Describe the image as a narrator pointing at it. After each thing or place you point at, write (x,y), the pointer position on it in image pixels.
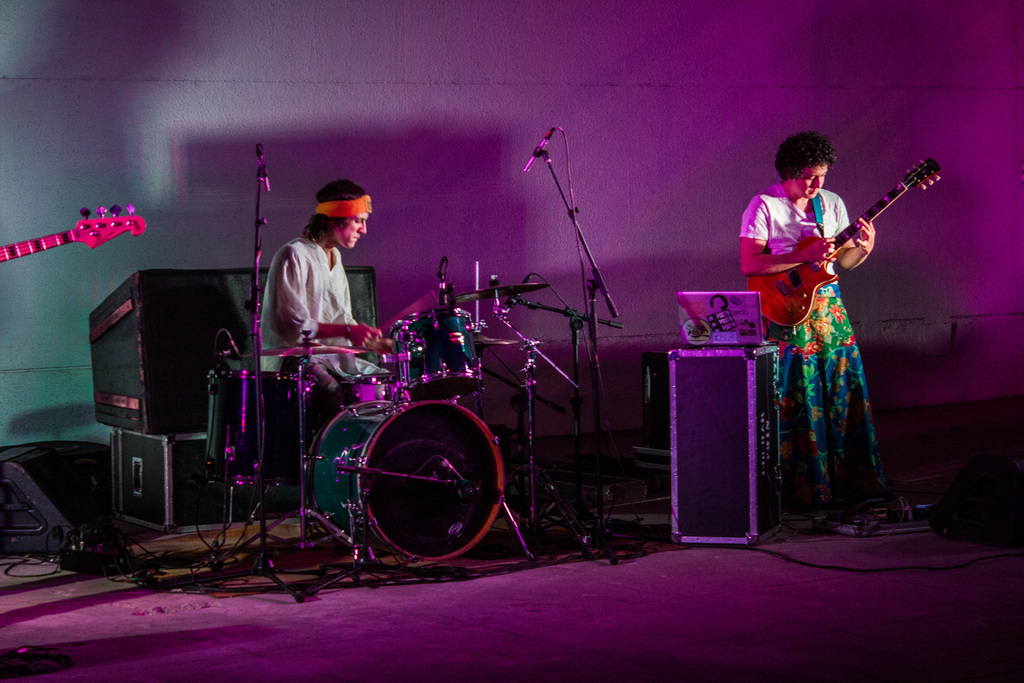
There are two persons (346,334), one person (797,234) is standing. She is playing a guitar (837,239). Another person (315,281) is sitting on a chair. He is playing a musical drums (421,415). We can see in the background (434,60) wall (434,60) and musical instruments (805,300).
